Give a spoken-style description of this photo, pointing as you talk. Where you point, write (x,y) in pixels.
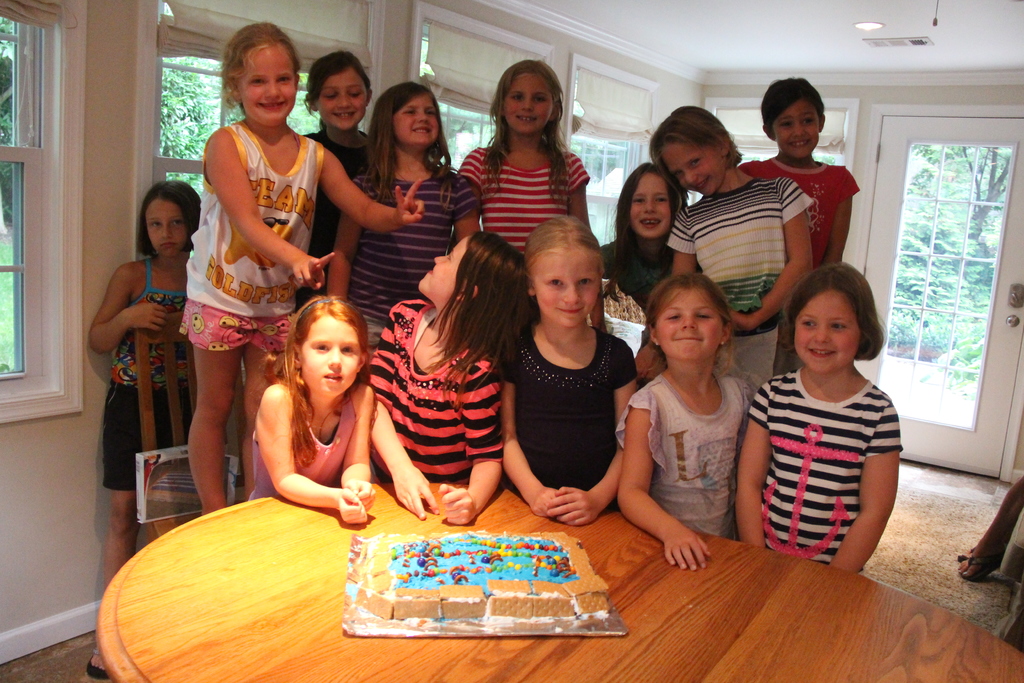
In this image I can see the group of people (511,349) standing. In front of them there is a cake (478,574) on the table (607,681). Backside of them there is a window glass (177,113). From the window (190,85) I can see some of the trees (941,273).
